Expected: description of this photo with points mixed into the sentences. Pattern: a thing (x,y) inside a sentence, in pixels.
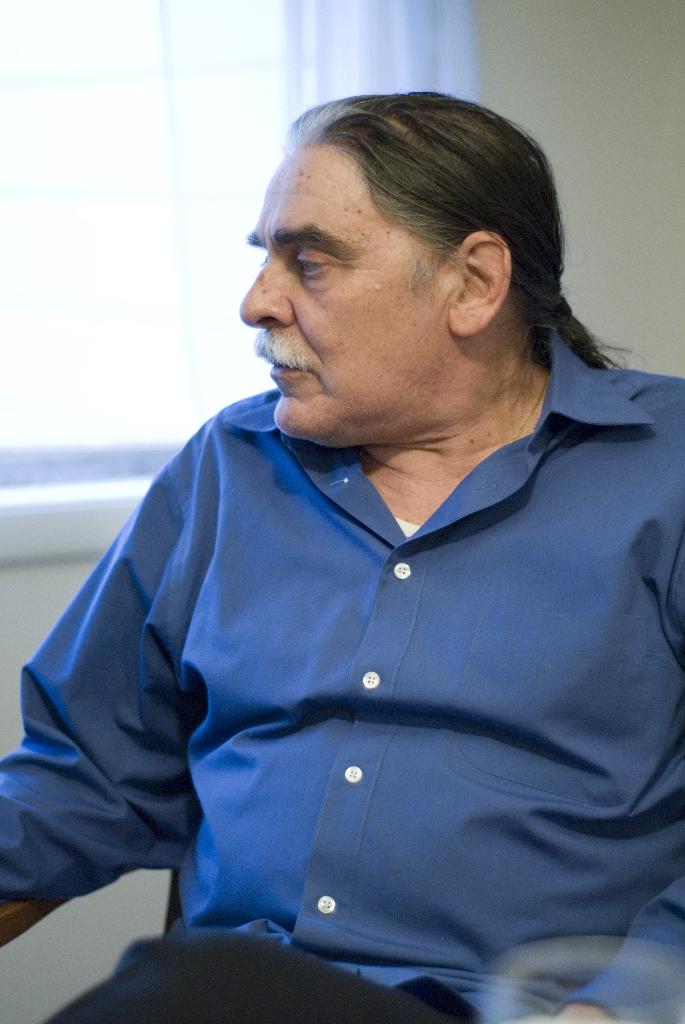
In this image, we can see a person (454,719) wearing clothes (430,744). There is a window (145,183) in the top left of the image (102,164).
